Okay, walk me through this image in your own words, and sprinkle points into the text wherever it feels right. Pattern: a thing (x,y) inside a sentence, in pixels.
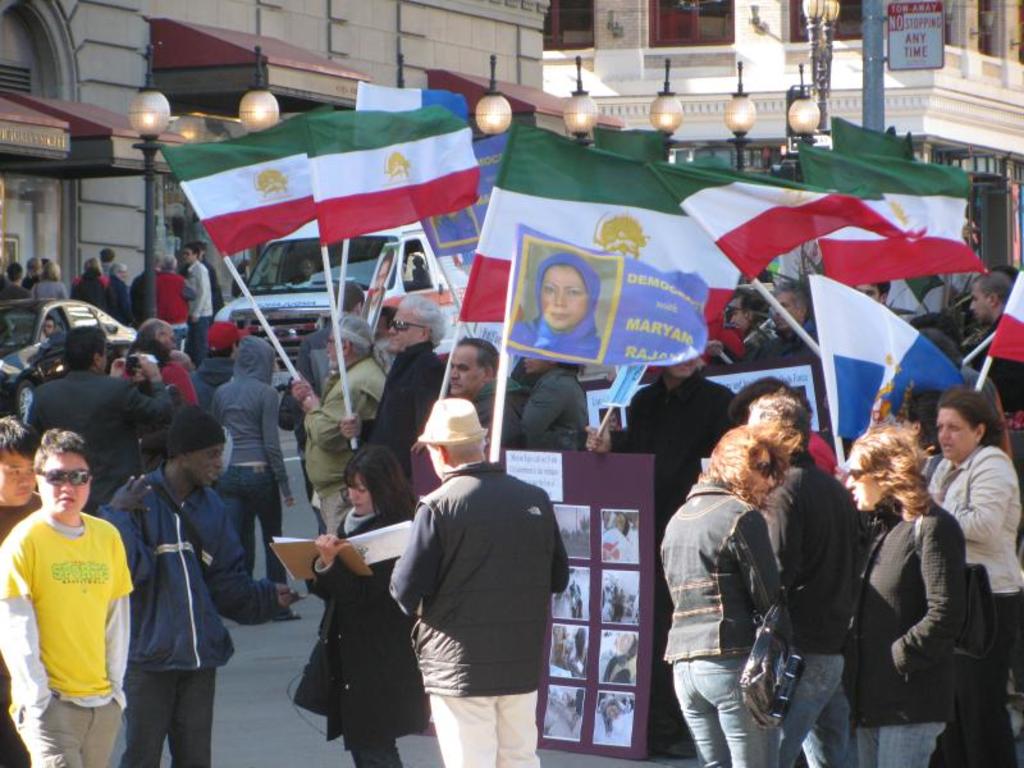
In this picture we can see group of people (371,334) and few people (406,437) holding flags (612,345), in the background (204,115) we can find few lights (802,82), poles (873,41), buildings (491,40) and vehicles (454,306).
